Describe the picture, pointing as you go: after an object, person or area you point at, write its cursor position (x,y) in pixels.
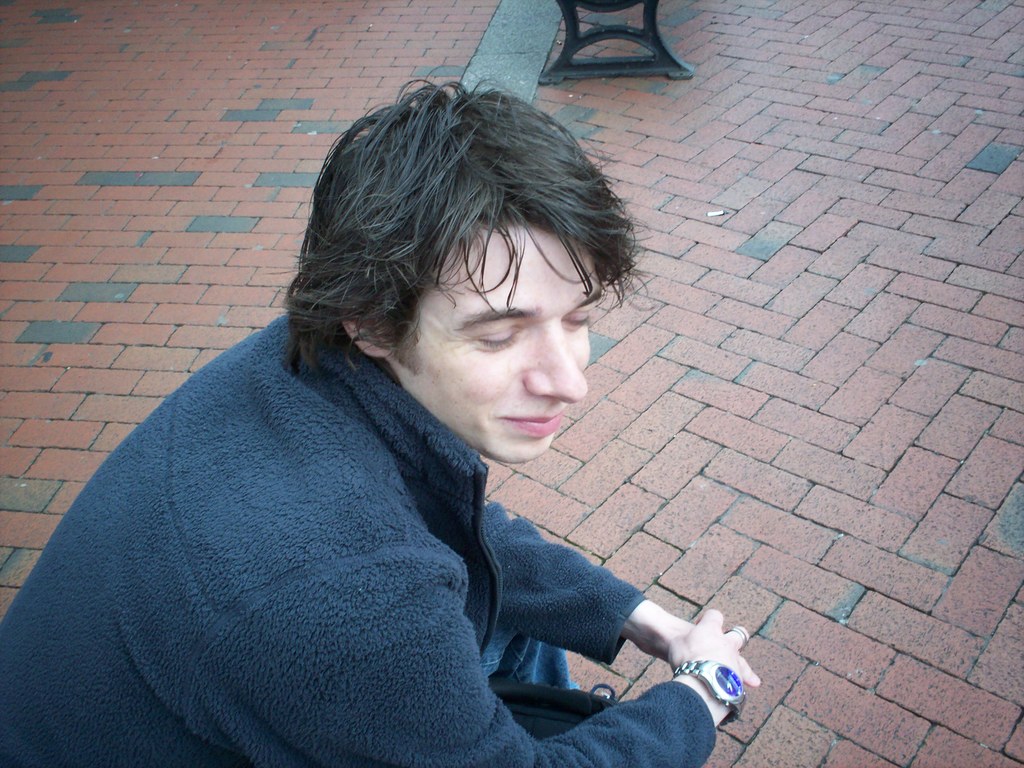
In this image we can see a man (373,116) and floor (658,579).
